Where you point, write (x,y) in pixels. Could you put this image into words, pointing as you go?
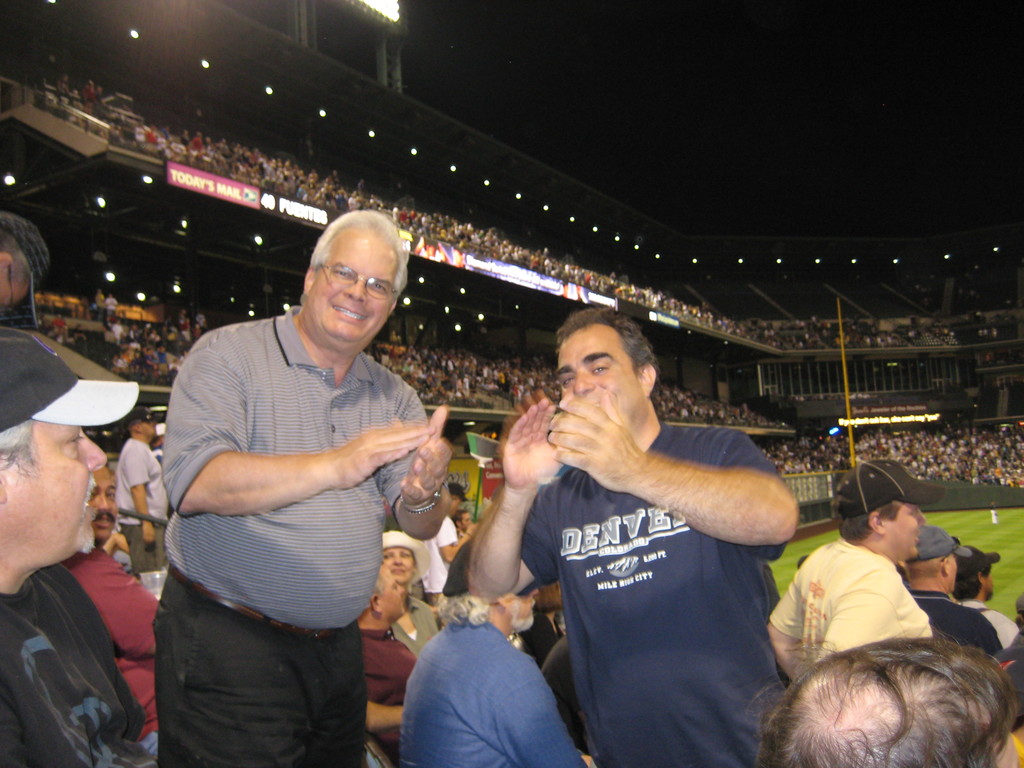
In the center of the image (514,478) we can see two persons (596,509) are standing and they are smiling. And we can see a few people (534,607) are standing and few people (26,513) are wearing caps (0,420). In the background (889,415), we can see lights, banners (870,416), fences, one pole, group of people (831,340) are sitting etc.
